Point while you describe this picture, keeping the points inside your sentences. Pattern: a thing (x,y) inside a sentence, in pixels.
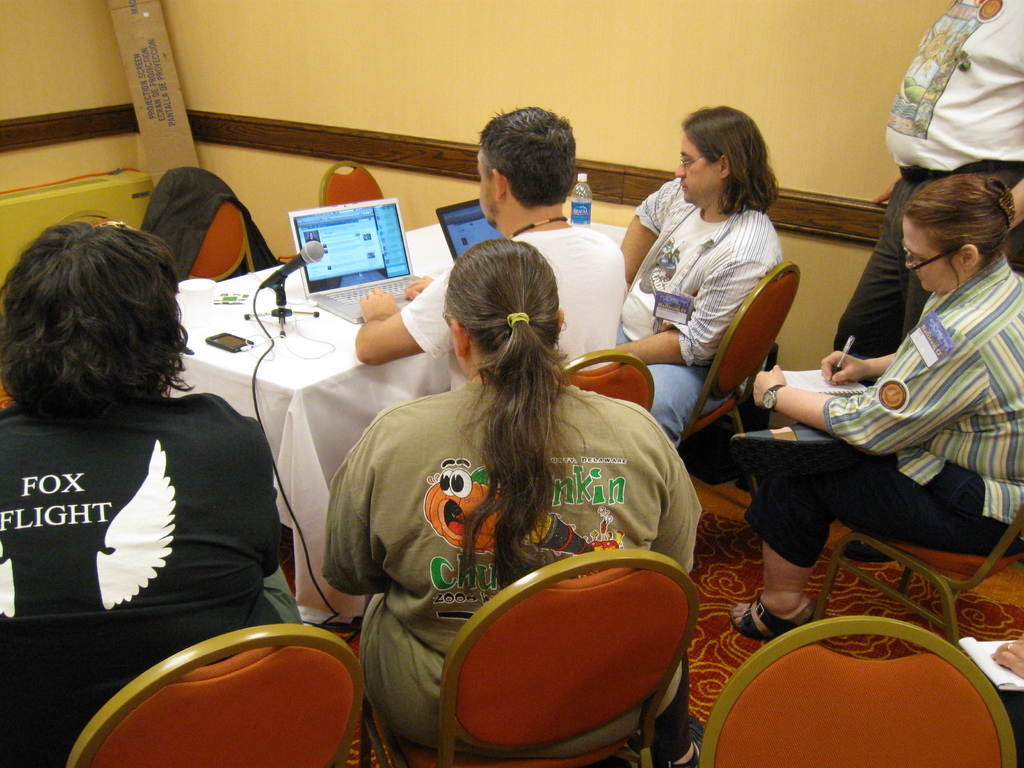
In this picture i could see some persons (391,506) sitting on the red colored chair (553,598), and the person (565,232) in the white shirt (585,280) is working on the laptop (361,261) which is placed on the table (279,350). In the background (752,94) i could see yellow colored wall (277,108) a woman (835,354) holding a pen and writing on it.
